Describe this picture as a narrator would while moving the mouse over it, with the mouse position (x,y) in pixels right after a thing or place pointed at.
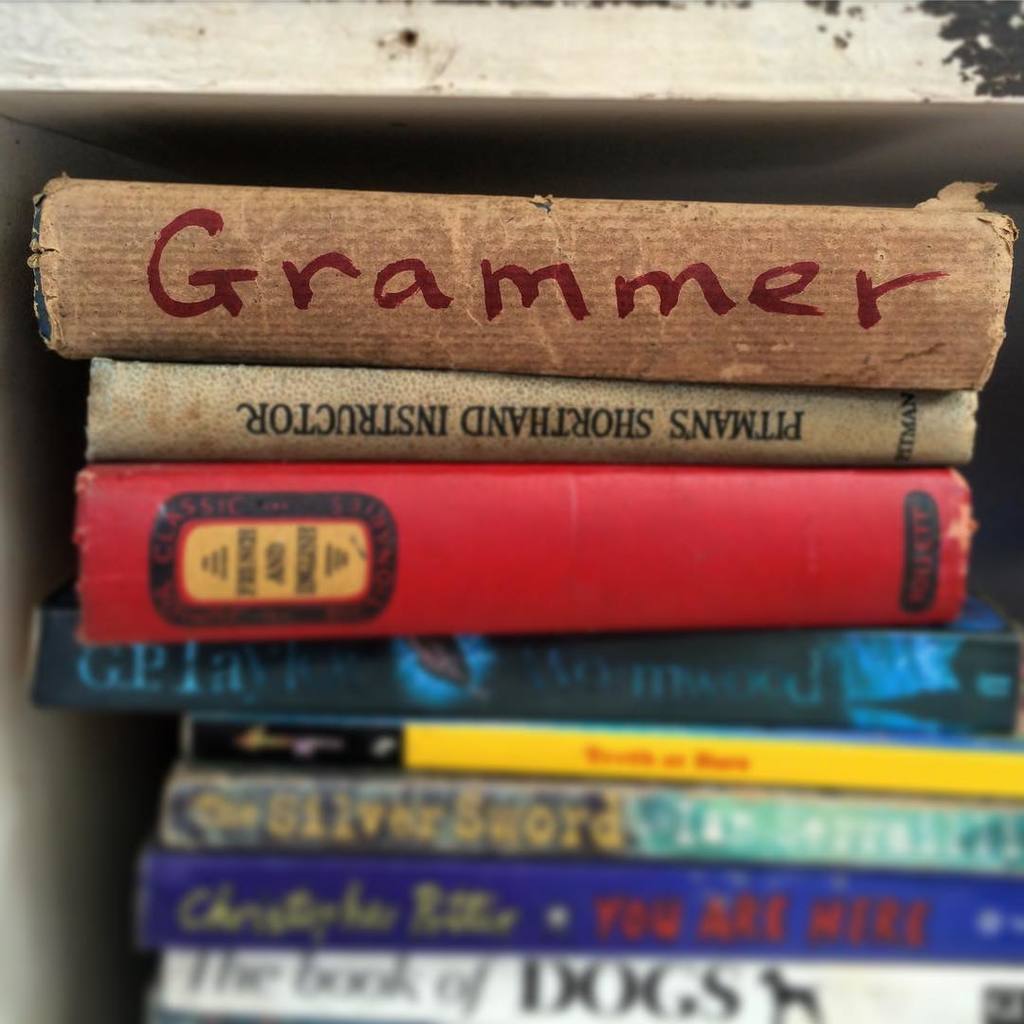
In this picture we can see some books (606,753) in the front (630,544), we can see some text (617,305) on these books (624,364).
